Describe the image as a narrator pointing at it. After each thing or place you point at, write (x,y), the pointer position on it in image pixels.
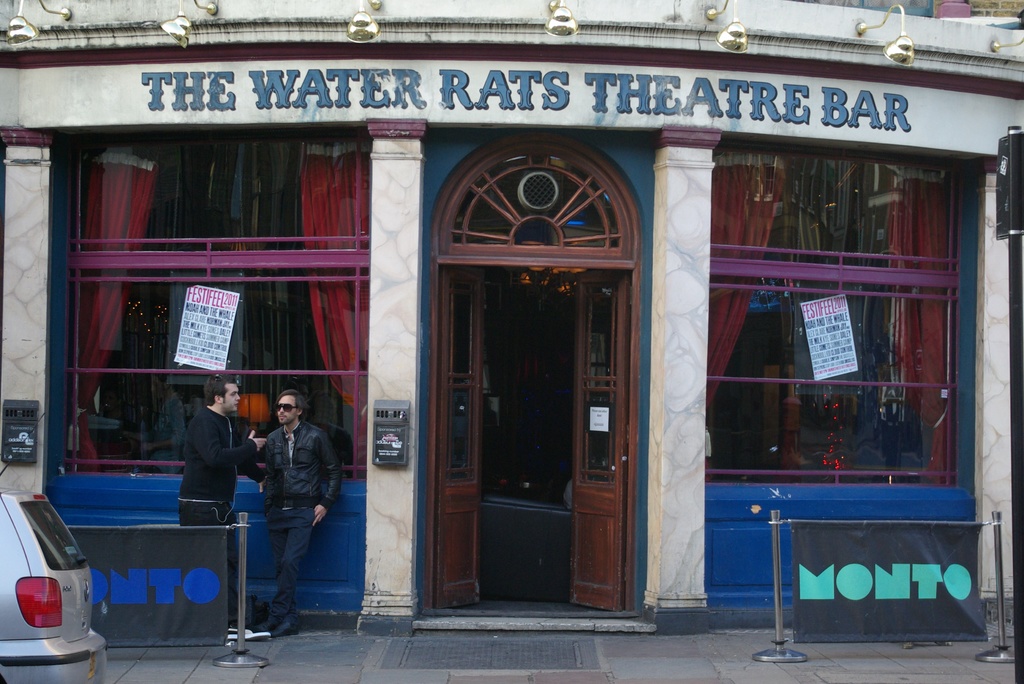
In this image I can see two persons (200,425) standing, the person (230,453) at left (230,453) is wearing black color jacket (202,460) and I can also see the vehicle (84,620) and the vehicle (74,620) is in silver color. In the background (299,342) I can see the building (608,111) and I can also see few glass doors (768,352).
